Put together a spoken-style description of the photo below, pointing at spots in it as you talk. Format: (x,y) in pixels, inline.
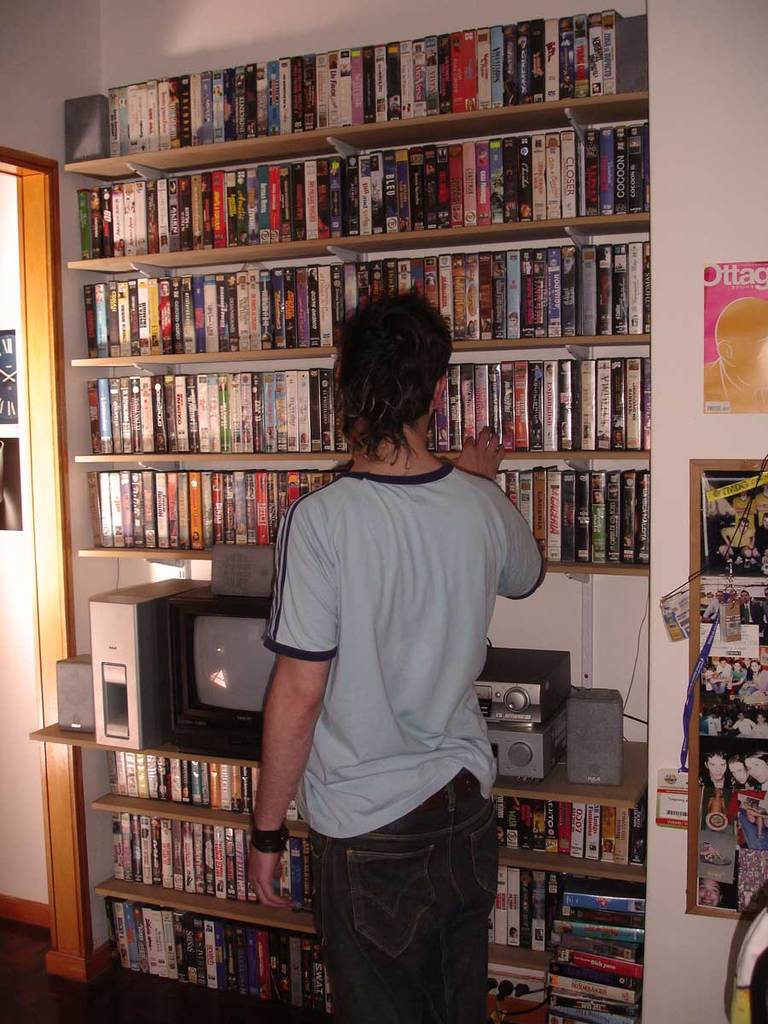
In the picture we can see a person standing wearing a T-shirt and in the background (215,969), we can see a wall (677,960) with a rack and tapes (588,436) in it and under it we can see a table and a TV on it which is black in color and besides also we can see some speakers (620,749).
